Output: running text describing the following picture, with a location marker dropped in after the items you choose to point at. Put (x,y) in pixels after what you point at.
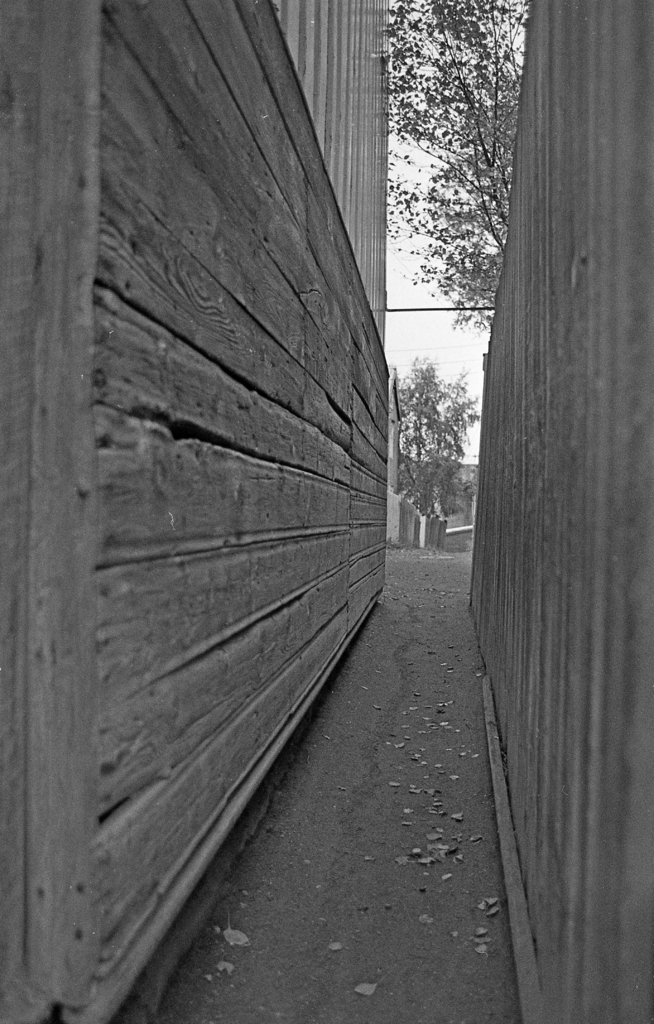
In this picture we can see leaves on the ground (355,685), walls (376,489), trees (472,104) and in the background (434,325) we can see the sky (423,331).
